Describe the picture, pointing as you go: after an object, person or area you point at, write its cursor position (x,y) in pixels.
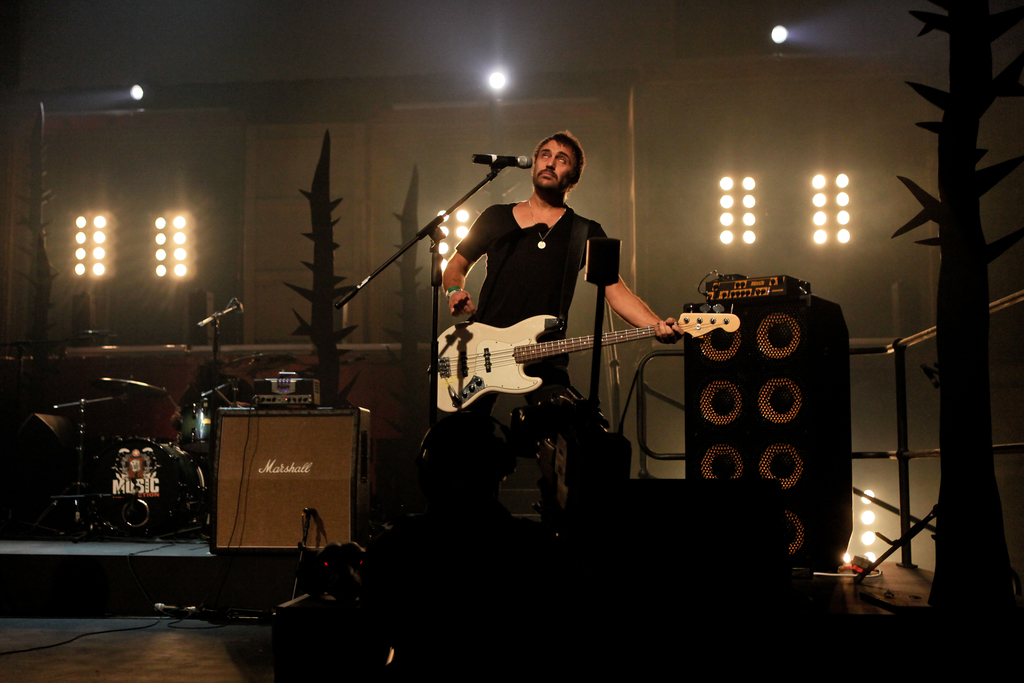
In the middle of the image (533,367) a man (544,139) is standing and playing guitar (591,336). Bottom right side of the image (813,535) there is a speaker (848,348). Bottom left side of the image (291,520) there is a electronic devices (252,413) and there is a microphone (239,306) and there are drums (210,443). Top of the image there are few lights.
